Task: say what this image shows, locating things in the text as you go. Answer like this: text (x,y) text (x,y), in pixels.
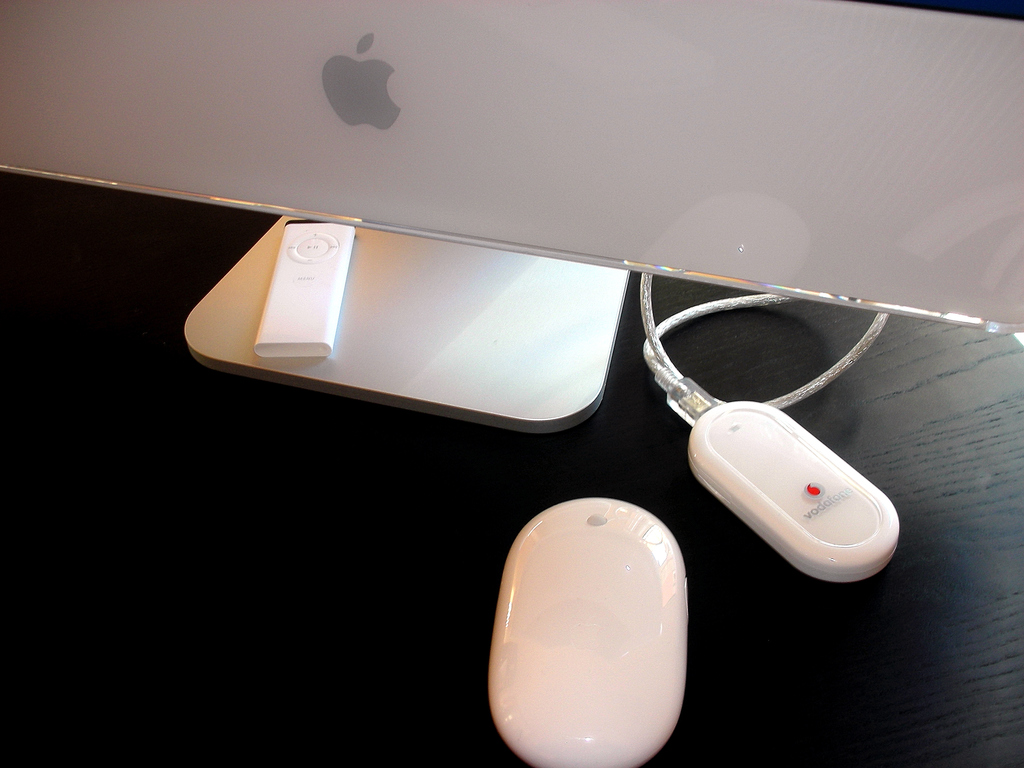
In the image we can see there is a monitor (359,252), mouse (617,621), remote (316,283) and a dongle (811,437) connected to the wire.
